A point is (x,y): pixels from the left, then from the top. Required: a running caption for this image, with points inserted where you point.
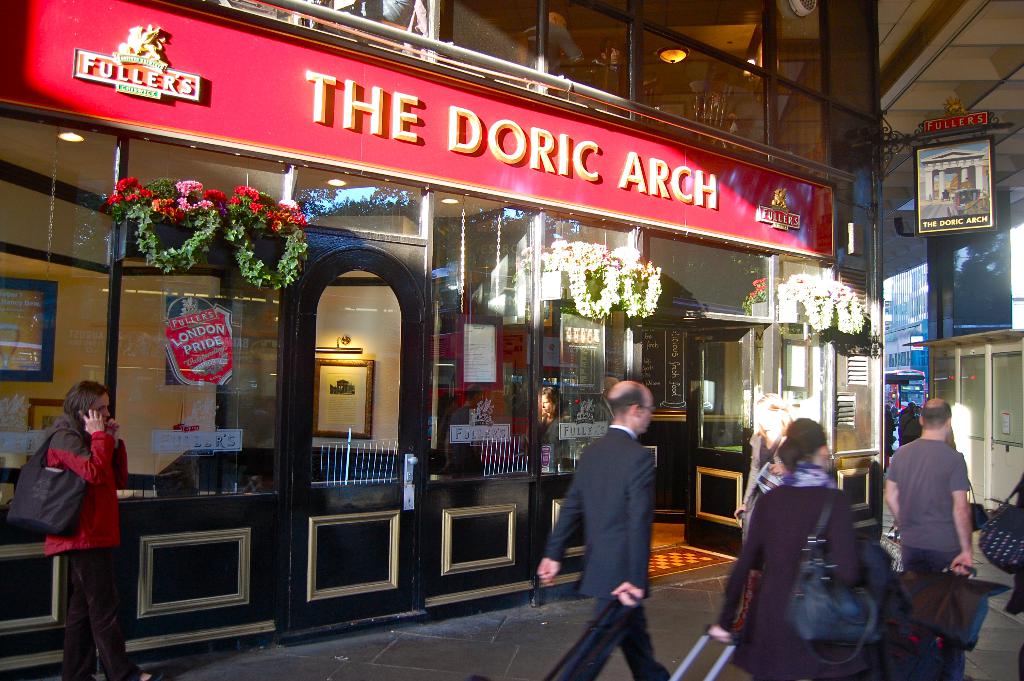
In the image we can see there are people (771,518) walking, they are wearing clothes (89,538) and they are carrying bags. Here we can see footpath (452,644), fence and the building (742,92) made up of glass (670,103). Here we can see the board (952,180), on the board (961,203), we can see the text (954,225) and the picture (968,198). Here we can see the lights (356,349) and garland (207,237).
